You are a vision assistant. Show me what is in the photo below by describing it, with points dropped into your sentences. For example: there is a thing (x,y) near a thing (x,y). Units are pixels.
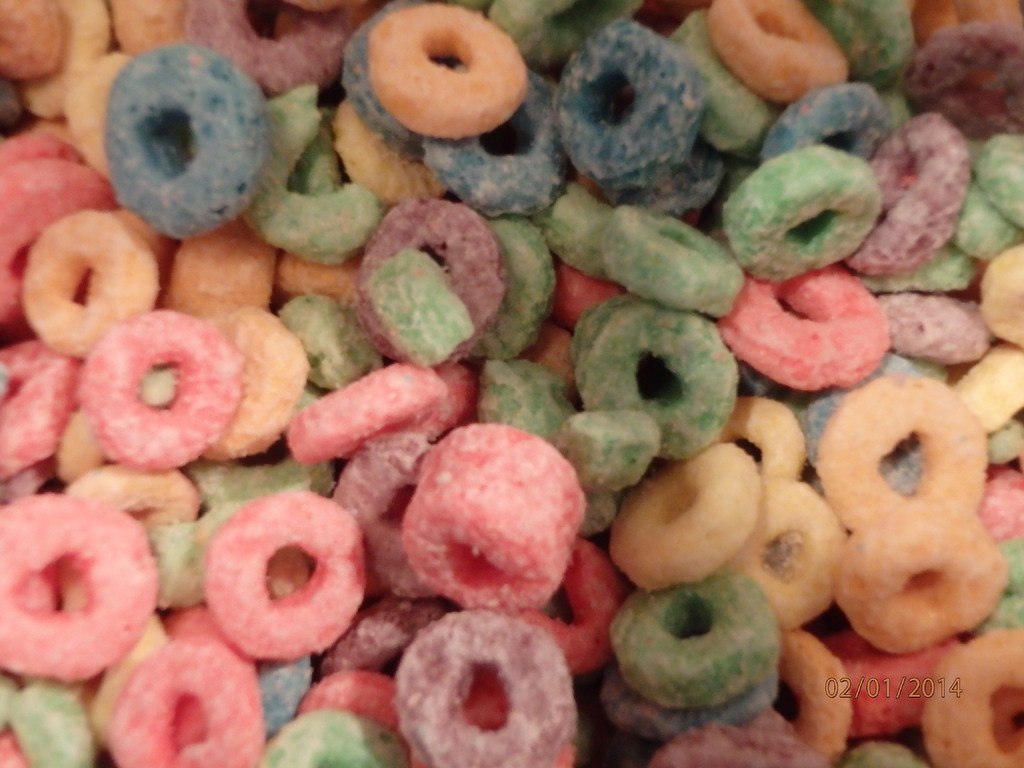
In this image we can see the colored food items (487,297). In the bottom right corner (882,691) we can see the date (885,685).
